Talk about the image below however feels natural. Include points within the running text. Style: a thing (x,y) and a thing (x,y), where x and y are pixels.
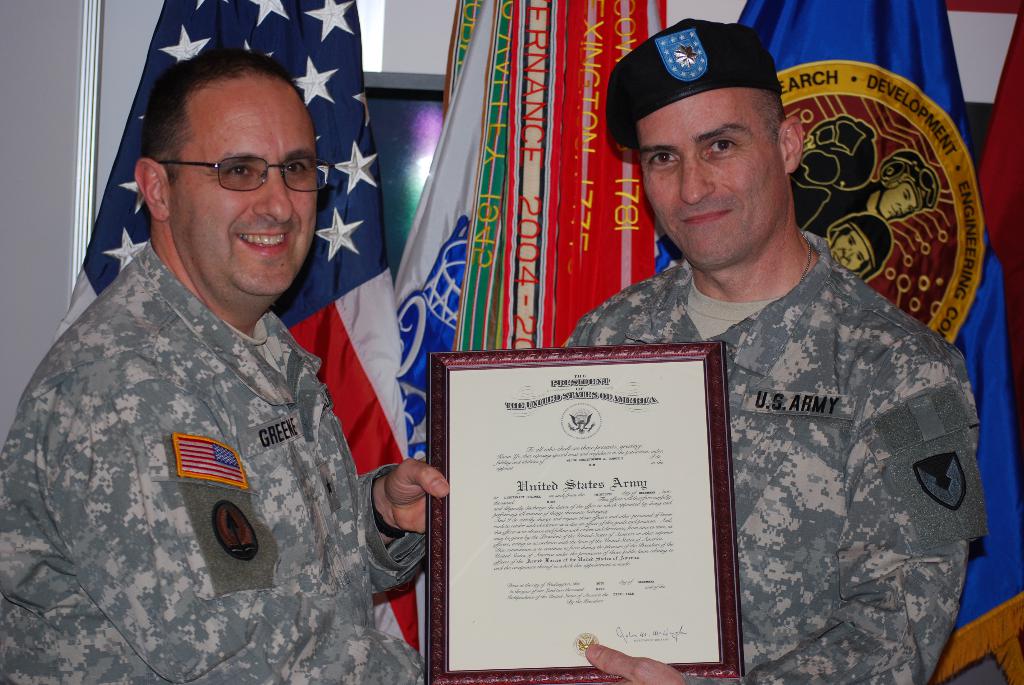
This image consists of two men (764,459) there are wearing army dresses (175,453) and holding a frame (555,351). In the background (436,225), there are flags (1015,214). To the left (15,79), there is a wall (22,126).
